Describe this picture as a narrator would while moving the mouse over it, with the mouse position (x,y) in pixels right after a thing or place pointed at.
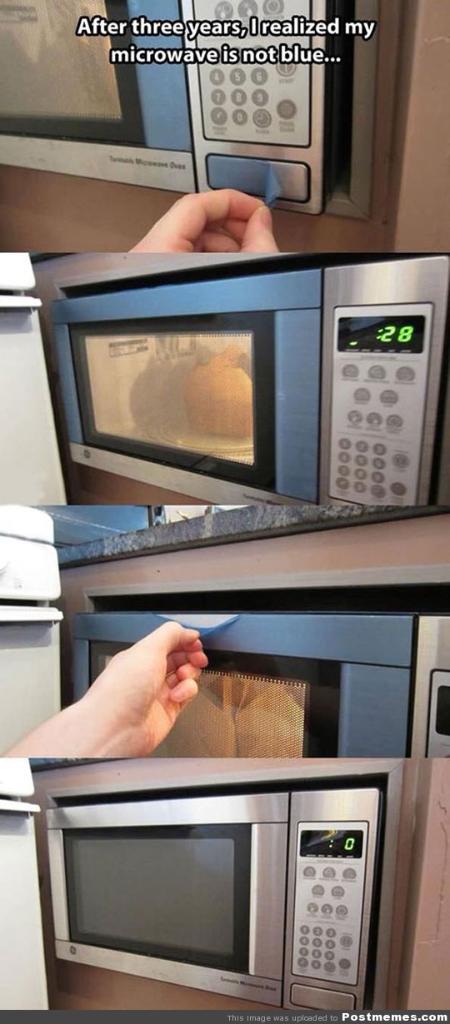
In this image we can see the collage picture. In the collage picture there is a person (174,685) peeling the film (240,622) off the microwave oven (261,421).
